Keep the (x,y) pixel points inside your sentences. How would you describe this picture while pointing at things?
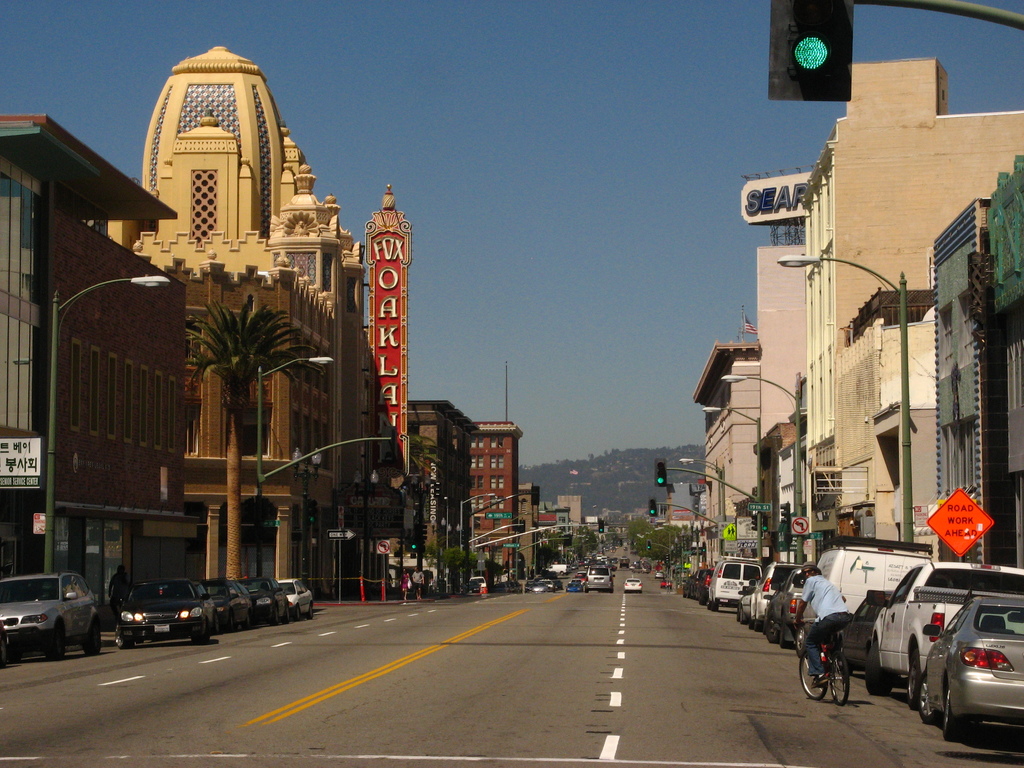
In this picture we can see some vehicles (800,628) are on the road (601,605), beside we can see some buildings (840,345), trees (255,350), boards (402,386) and signal light (780,82).
